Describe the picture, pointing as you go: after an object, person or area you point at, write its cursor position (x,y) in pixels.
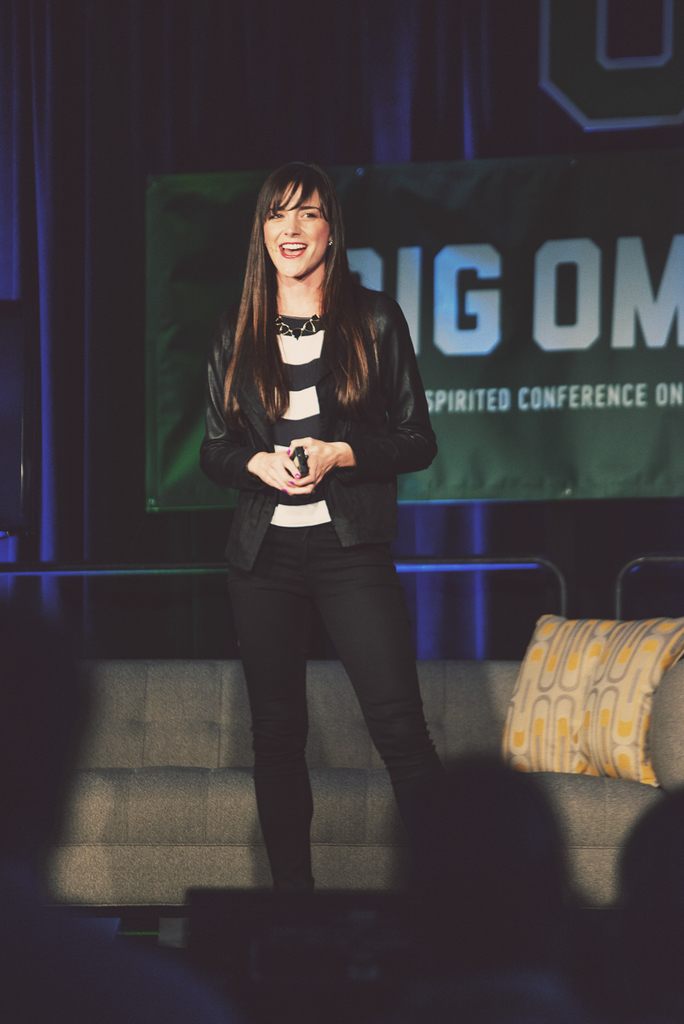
In the picture I can see a woman (294,682) wearing a black color dress (421,457) is standing here and smiling. The background of the image (196,476) is dark, where I can see a pillow (612,706) kept on the sofa (586,883) and I can see the board (227,263).
